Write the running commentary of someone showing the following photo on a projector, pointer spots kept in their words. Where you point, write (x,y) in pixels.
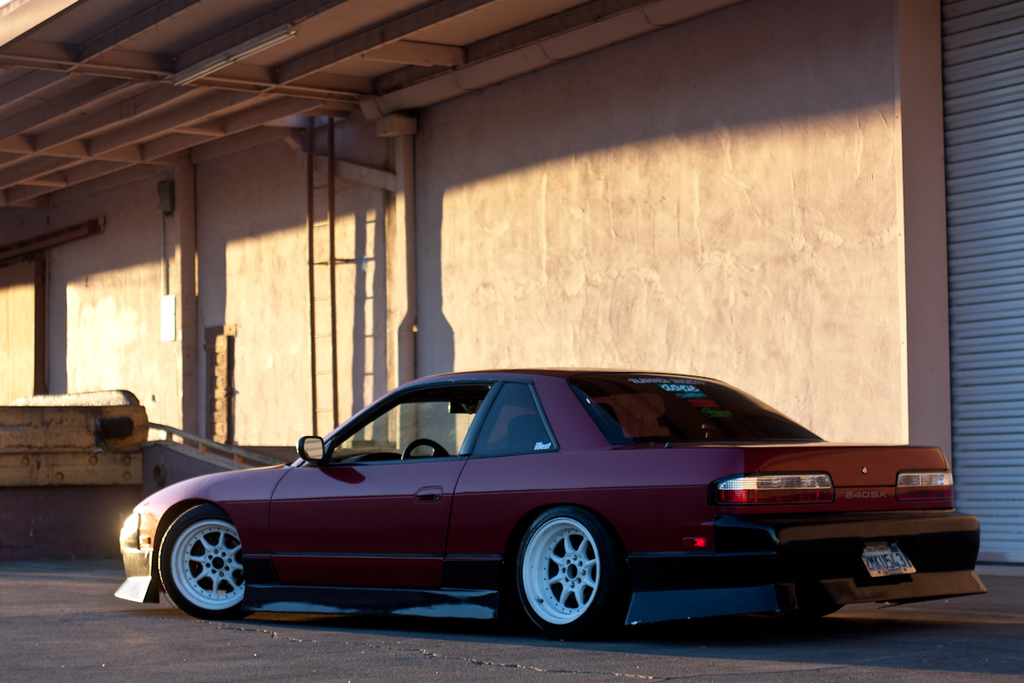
In this image there is a car (660,544) on the road (228,659). In the background of the image (971,92) there is a shutter (951,375). There are pillars (403,285). There is a wall (701,187). On top of the image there is a light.
